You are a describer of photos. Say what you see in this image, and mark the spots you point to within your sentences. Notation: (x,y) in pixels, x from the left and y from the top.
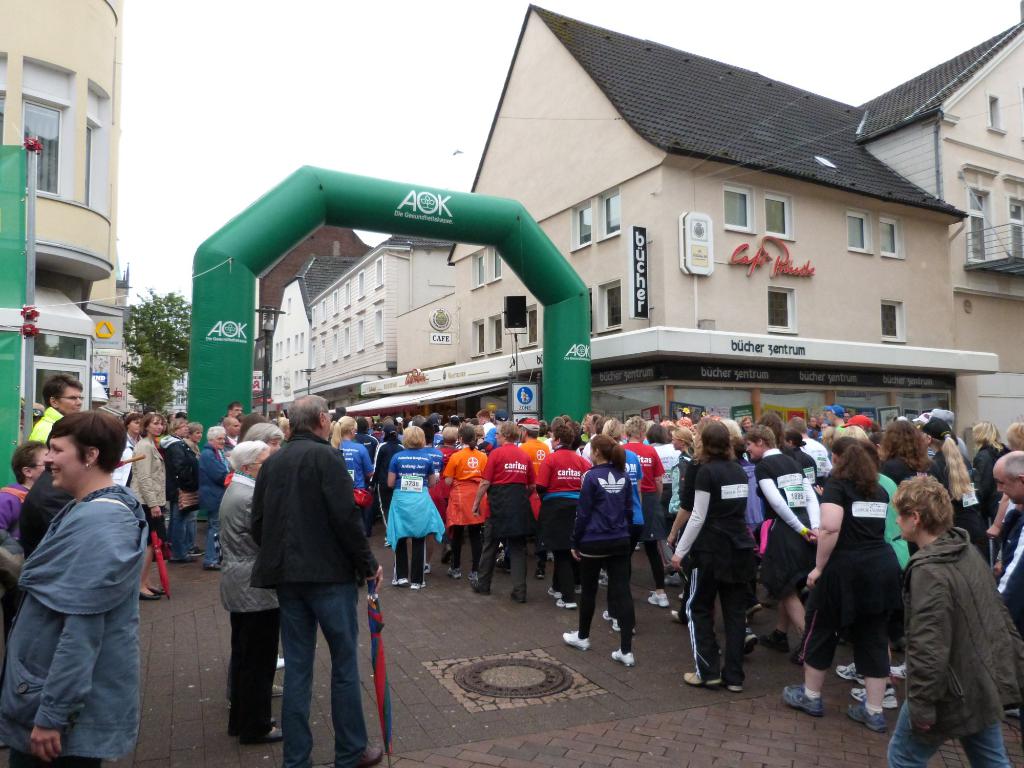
In this picture we can see a manhole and a group of people (524,544) on the ground (640,561) and in the background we can see buildings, trees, sky (985,13) and some objects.
